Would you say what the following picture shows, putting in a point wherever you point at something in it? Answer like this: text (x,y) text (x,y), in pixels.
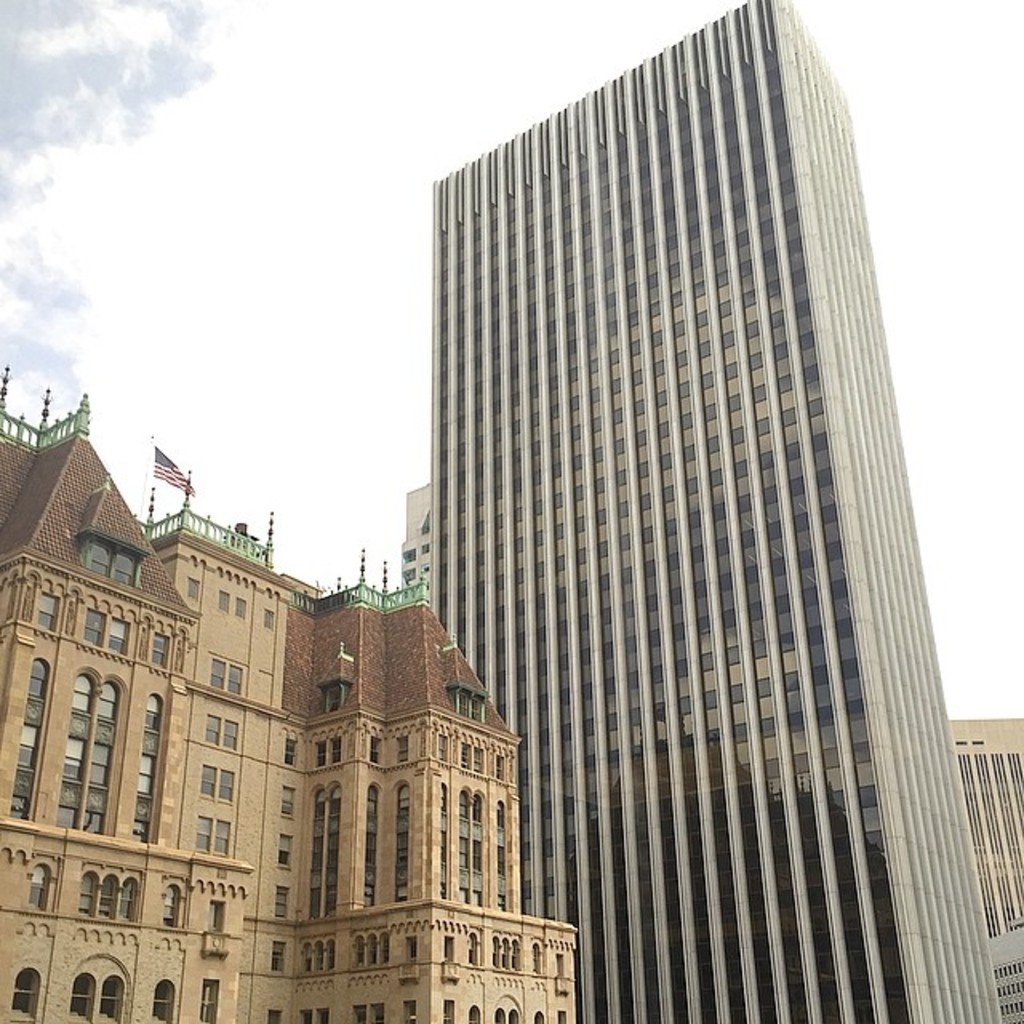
In the image we can see buildings (172,805) and these are the windows (207,833) of the building (196,823). Here we can see the flag (158,458) of the country and the cloudy sky (158,190).
